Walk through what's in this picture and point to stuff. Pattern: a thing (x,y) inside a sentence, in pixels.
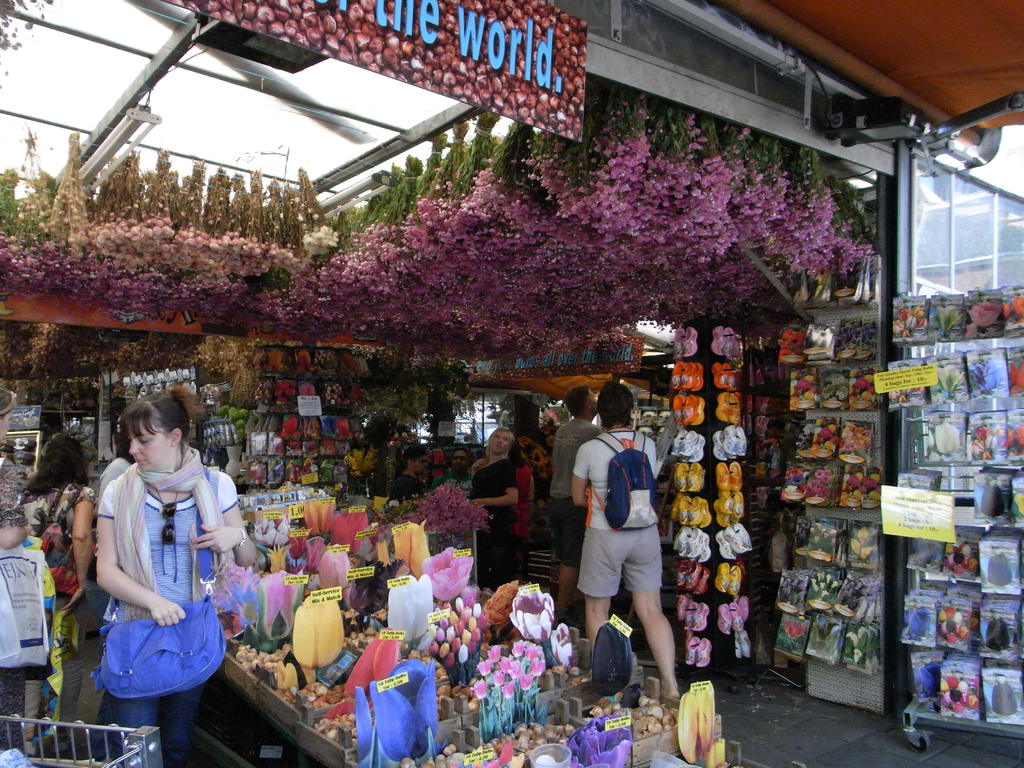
Here it is looking like a stall (908,470). On the tables (294,710) I can see many objects (456,688) like flowers (528,627), fruits (312,693) boards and some more. There are few people (137,489) standing and looking at the products (324,544). On the right side (902,483), I can see few packets (833,474) are hanging to a board (853,694). On the top of the image (455,207) I can see few flowers (107,247) along with the plants (210,202) and also there is a board (434,47) on which I can see some text (474,47).
